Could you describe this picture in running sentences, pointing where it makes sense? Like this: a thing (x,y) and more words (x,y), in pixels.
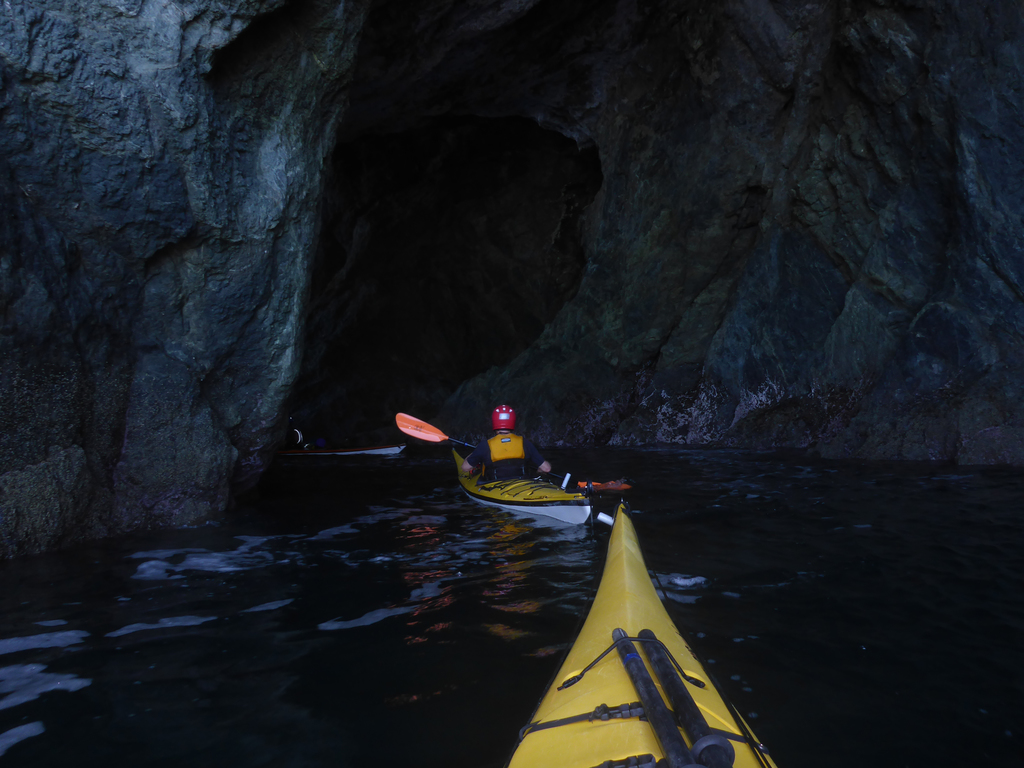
Here we can see a kayak (590,700) on the water (479,702). In the background (308,445) there are two persons (519,450) sitting on the kayak (514,495) on the water (372,506) and we can see a paddle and this looks like a cave (314,114) with big rocks (181,344) above them.
